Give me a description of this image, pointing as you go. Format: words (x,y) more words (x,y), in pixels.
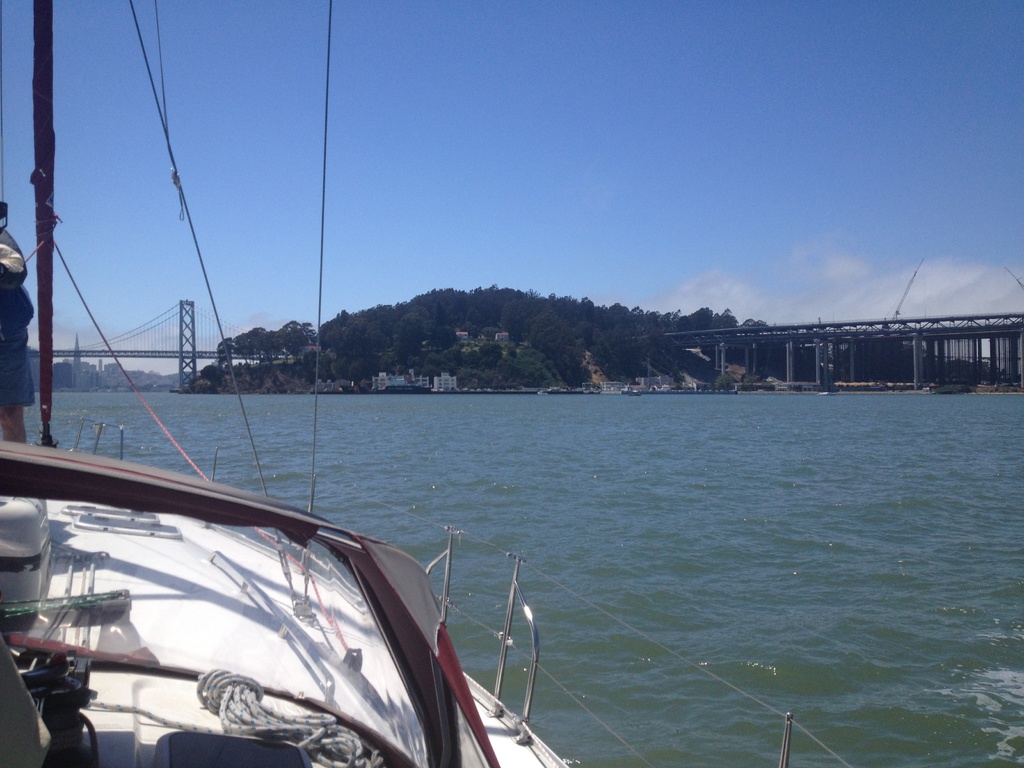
There is a white color boat (211,581), which is on the water (534,586) of a river (463,477). In the background (940,365), there are two bridges (127,355), which are built across the river (864,456), there is hill (386,350) and there are clouds (894,278) in the blue sky (500,78).
